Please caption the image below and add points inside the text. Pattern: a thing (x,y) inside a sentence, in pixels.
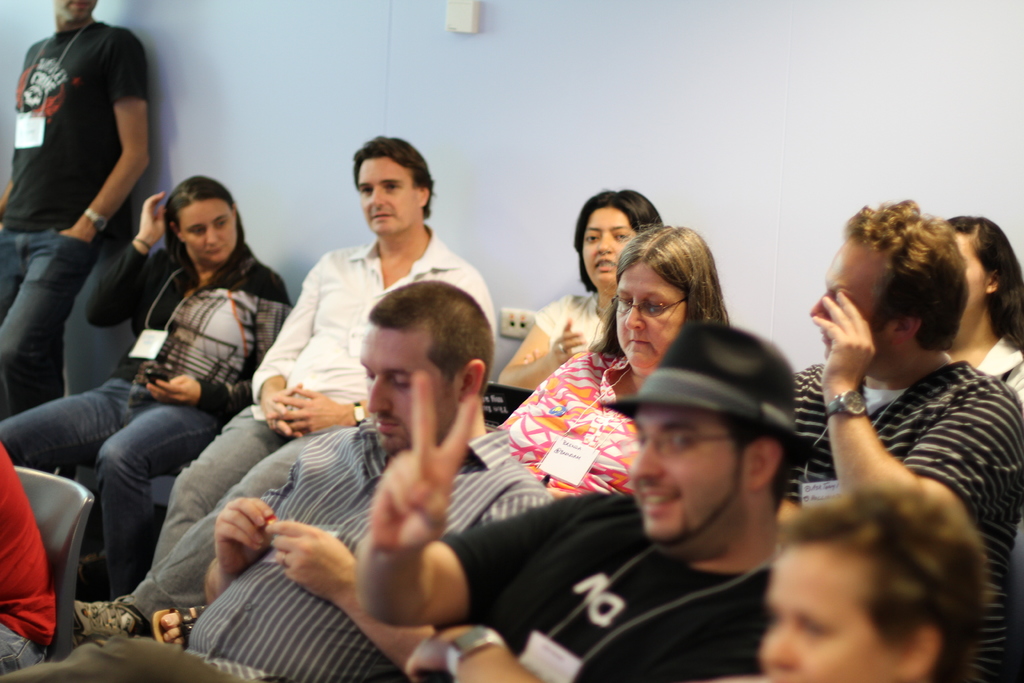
In this image we can see many person (187,498) sitting on the chairs (55,522). On the left side of the image (96,122) we can see person (87,131) standing to the wall (224,126). In the background (452,98) there is wall (542,62).
